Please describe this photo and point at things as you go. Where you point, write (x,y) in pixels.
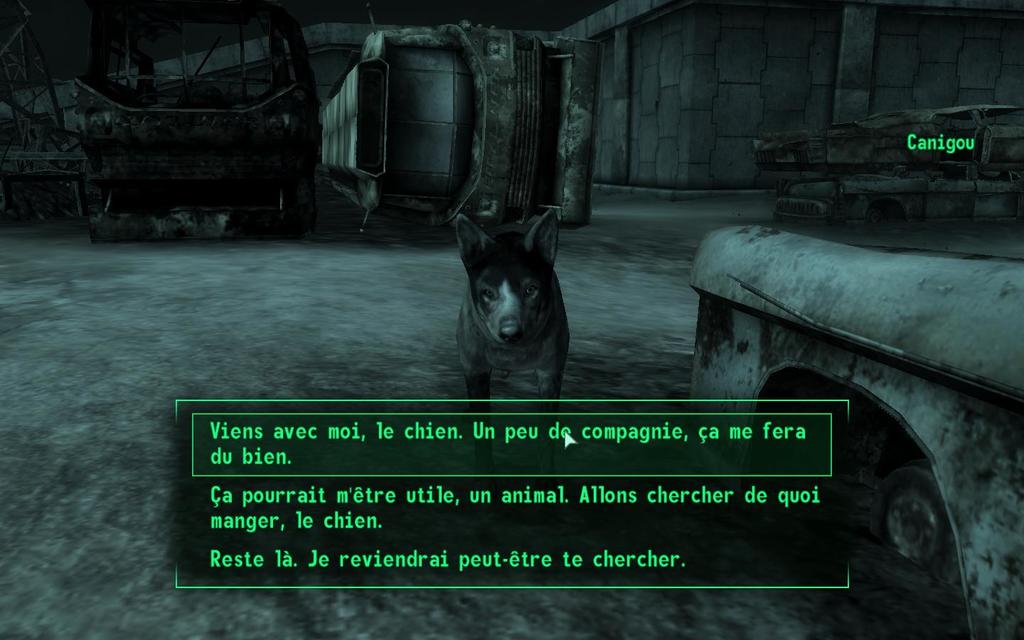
This image is an animated picture. In the center of the image (499,286) an animal (468,321) is there. On the right side of the image (760,269) we can see vehicle parts (924,261) are there. At the bottom of the image (684,475) some text (506,424) is there. At the top of the image (242,135) we can see vehicles (485,114), wall (703,94) are there. In the background of the image (74,308) floor (87,410) is there.
